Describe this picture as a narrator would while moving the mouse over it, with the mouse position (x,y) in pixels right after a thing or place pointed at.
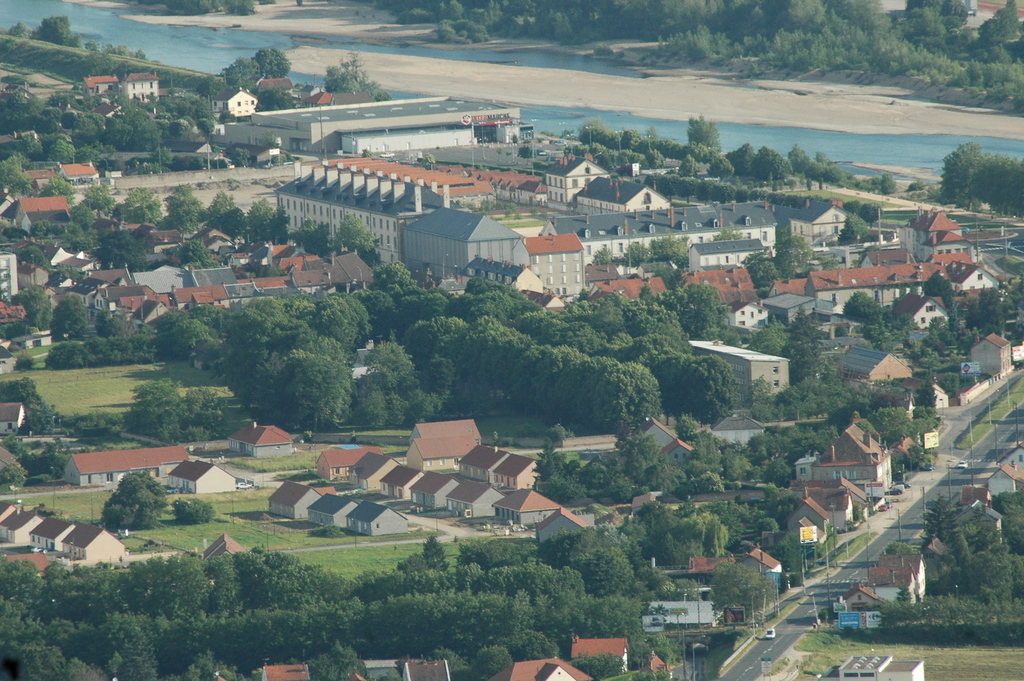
In the picture we can see an aerial view of the surface (248,642) with many houses (947,398), buildings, factories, grass surfaces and on it we can see the trees (317,634) and we can see some trees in the middle of the houses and we can also see the road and in the background (914,178) we can see a canal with blue color water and behind it we can see plants (772,10) and trees (762,34).
